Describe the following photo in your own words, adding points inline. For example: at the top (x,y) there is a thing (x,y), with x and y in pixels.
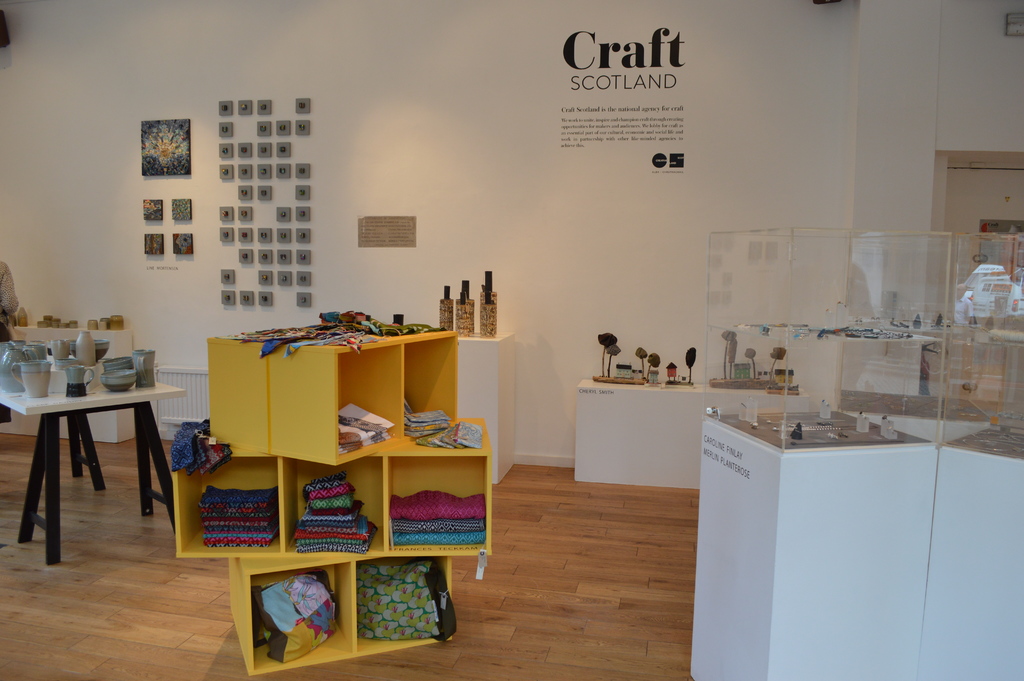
This is a picture of the inside of the room (860,354), in this picture on the right side (713,505) there are some cupboards (781,479) and glass boxes (775,374) and also there are some objects (689,379). In the center (373,364) there is one cupboard (235,420), in that cupboard (286,517) there are some clothes (455,447). On the left side (44,400) there is one table (44,400), on the table (60,400) there are some cups (34,356) and bowls (131,370). In the background (467,344) there is one table (476,347), on the table (491,400) there are some objects (488,301). And on the wall (113,130) there are some photo frames (162,173) and some text (582,138) is written, on the left side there is one table (105,348). On the table (106,330) there are some objects (47,320) and on the right side (987,192) there is a door (976,188), at the bottom (553,574) there is a wooden floor (227,604).
